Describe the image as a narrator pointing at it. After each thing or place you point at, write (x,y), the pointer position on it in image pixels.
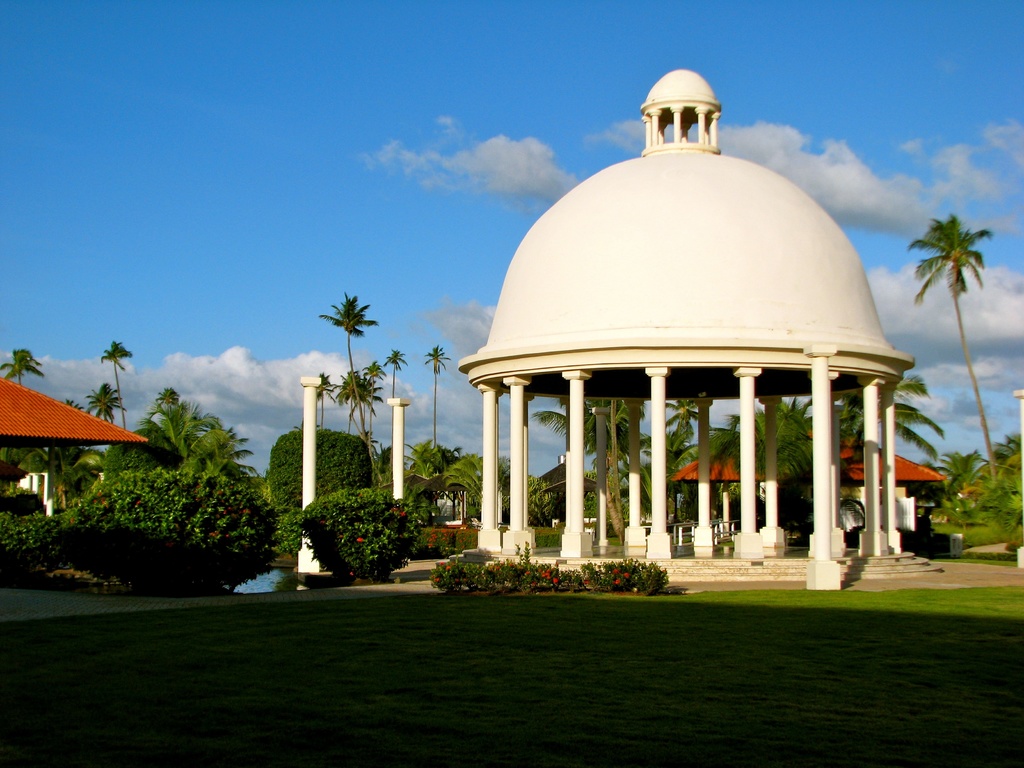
In this image I can see a dome (608,247) on the pillars (766,529). I can see few trees (321,494), stairs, flowers (543,579) and sky (471,189) is in blue and white color.
